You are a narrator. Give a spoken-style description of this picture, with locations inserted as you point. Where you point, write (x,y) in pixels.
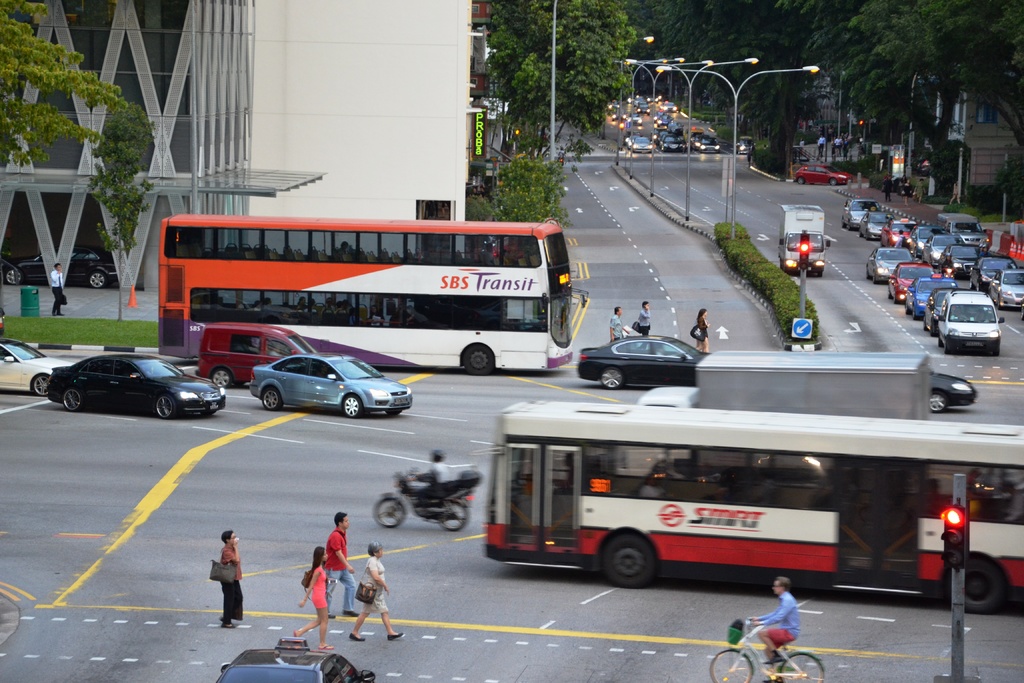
In this image there are few cars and vehicles (202,350) are on the road (1005,370). A person (440,462) is sitting on the bike (417,510) and riding on the road (367,492). Few persons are walking on the road (245,501). Bottom of the image (787,603) there is a person (798,631) wearing blue shirt (790,616) is sitting and riding a bicycle (783,665) on the road (640,658). There is a pole (958,668) having a traffic light (946,537) attached to it. Left side (25,296) a person (62,284) is walking on the pavement (81,306) having dustbin (35,305) on it. There are few street lights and few plants (754,249), before it there is a pole (803,284) having few boards (807,327) and a traffic light (805,245) is attached to it. Background (934,150) there are few trees (927,84) and buildings (215,206).
